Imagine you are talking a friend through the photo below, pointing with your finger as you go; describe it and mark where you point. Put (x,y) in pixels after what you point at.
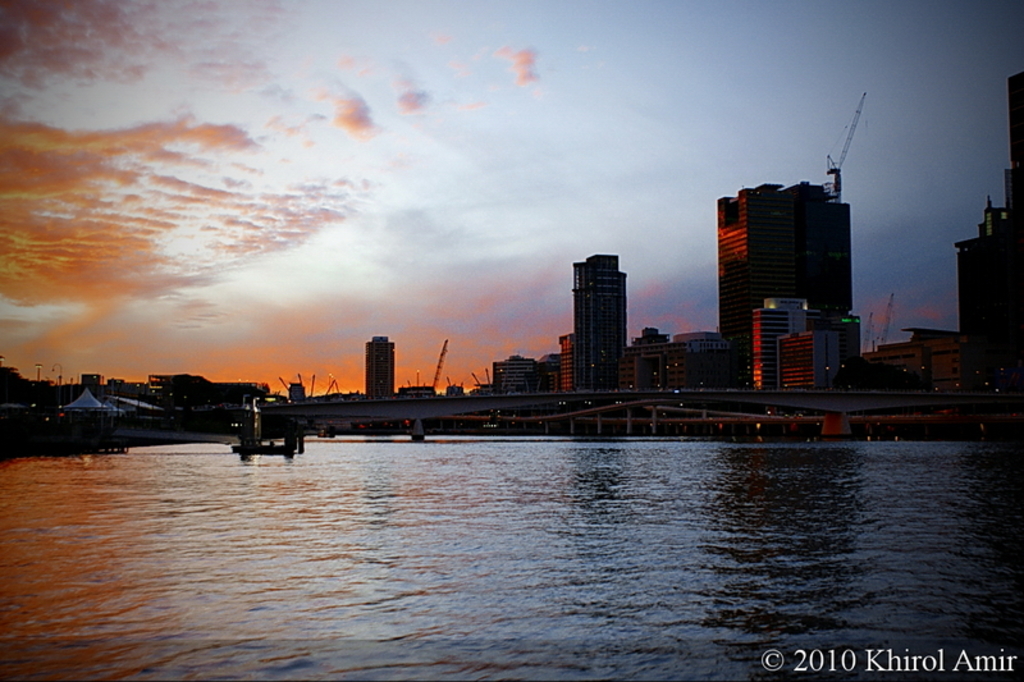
In this picture there is water (479,576) at the bottom side of the image (402,561) and there is a bridge (416,406) in the center of the image (526,418) and there are buildings (377,373) and trees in the background area of the image (652,386).
